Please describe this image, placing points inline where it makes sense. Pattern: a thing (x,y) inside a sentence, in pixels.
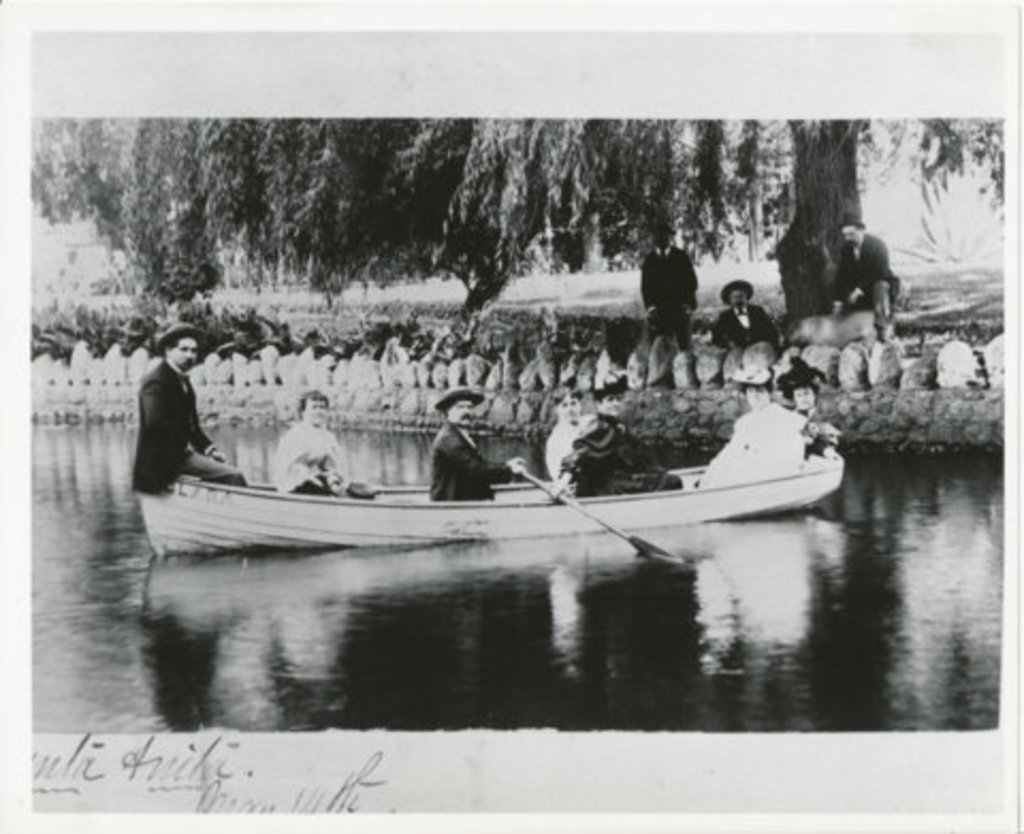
It is a black and white image, there are a group of people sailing in a boat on the river (63,459), behind the people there is a huge tree (829,275) and under the tree (927,134) there are three people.
